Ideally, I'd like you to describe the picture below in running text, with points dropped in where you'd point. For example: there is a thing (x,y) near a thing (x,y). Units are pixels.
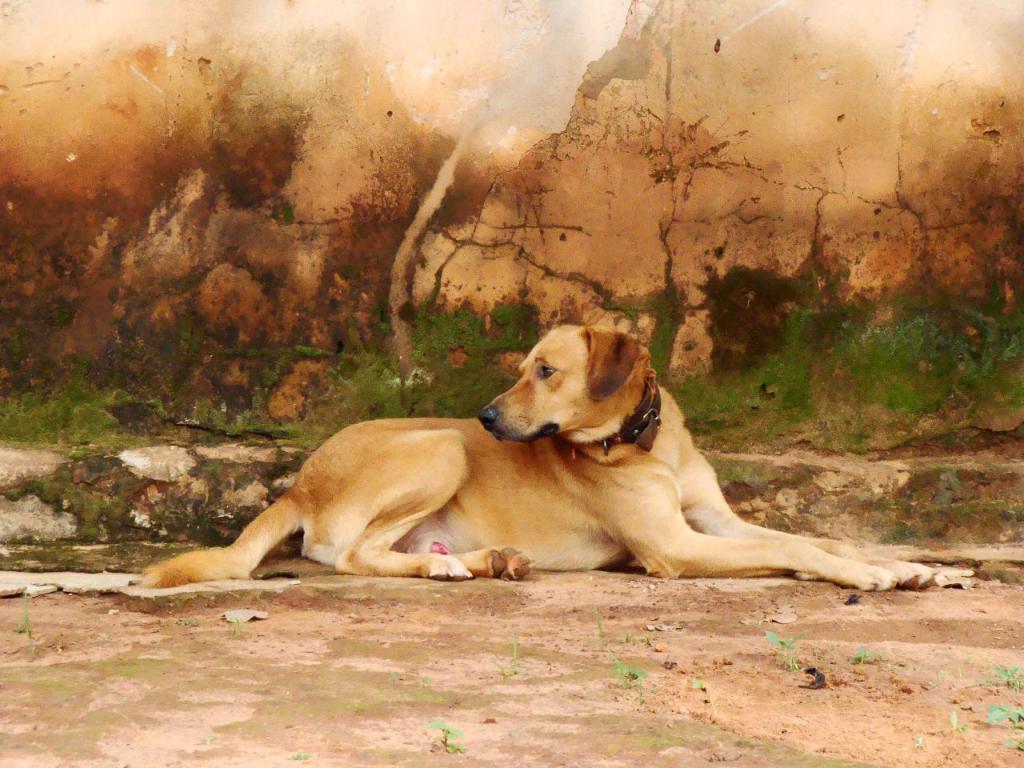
In this image we can see a dog (478,509). In the back (654,232) there is a wall (478,156). On the ground (623,640) there are few plants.
